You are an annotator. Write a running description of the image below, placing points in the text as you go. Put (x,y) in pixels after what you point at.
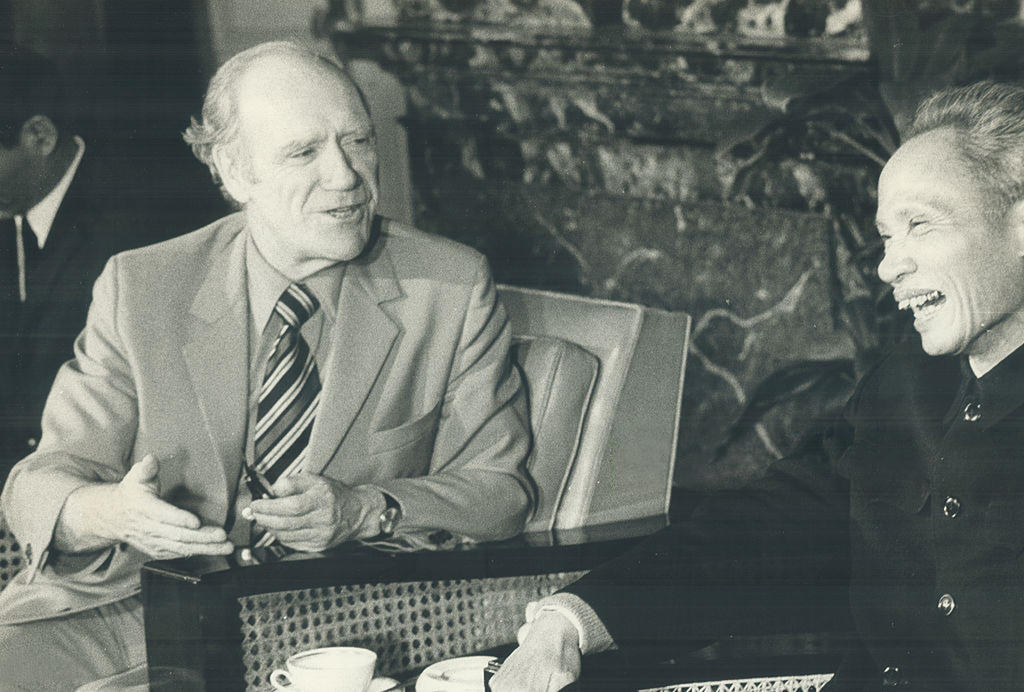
In this image people (900,418) are sitting on chairs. The right person (938,436) is smiling. The middle person (310,356) is talking. He is wearing suits (357,396) and tie (300,443). He is holding glasses (255,492). In the middle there are cup plate (319,664). In the background (834,242) there is plant pot (871,69) and wall (739,113).
